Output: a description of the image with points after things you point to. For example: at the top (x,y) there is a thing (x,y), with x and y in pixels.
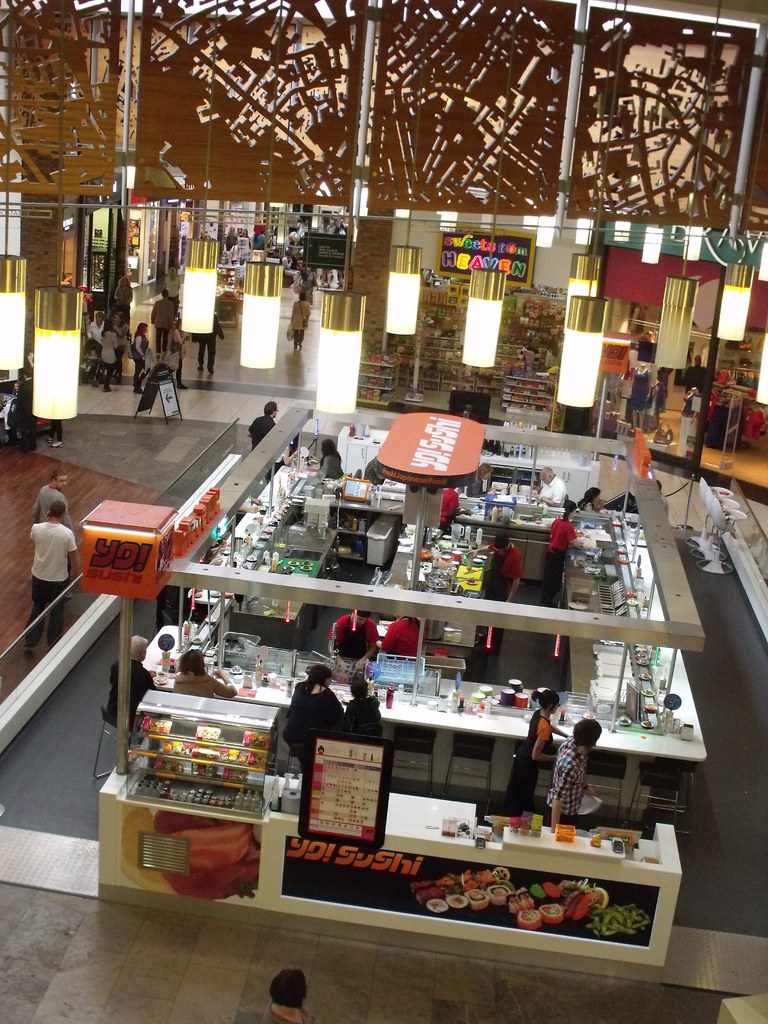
In this picture we can see a group of people (161,325) where some are standing and some are walking on the floor (117,480), boards (152,385), lights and some objects (218,795) on tables (262,628) and in the background (444,323) we can see some objects (526,402) in racks (551,341).
